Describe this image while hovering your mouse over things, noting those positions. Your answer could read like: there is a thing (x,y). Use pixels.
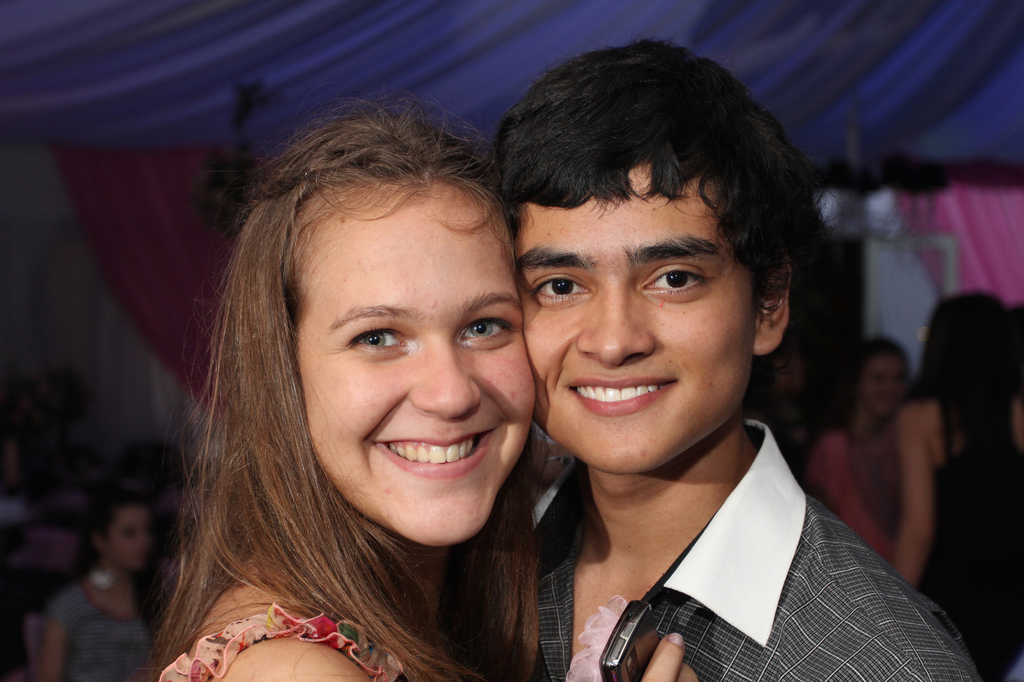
In this picture we can see a man (589,472), woman (454,486), they are smiling, here we can see an object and in the background (878,526) we can see a group of people (893,524), curtains (965,253) and some objects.
